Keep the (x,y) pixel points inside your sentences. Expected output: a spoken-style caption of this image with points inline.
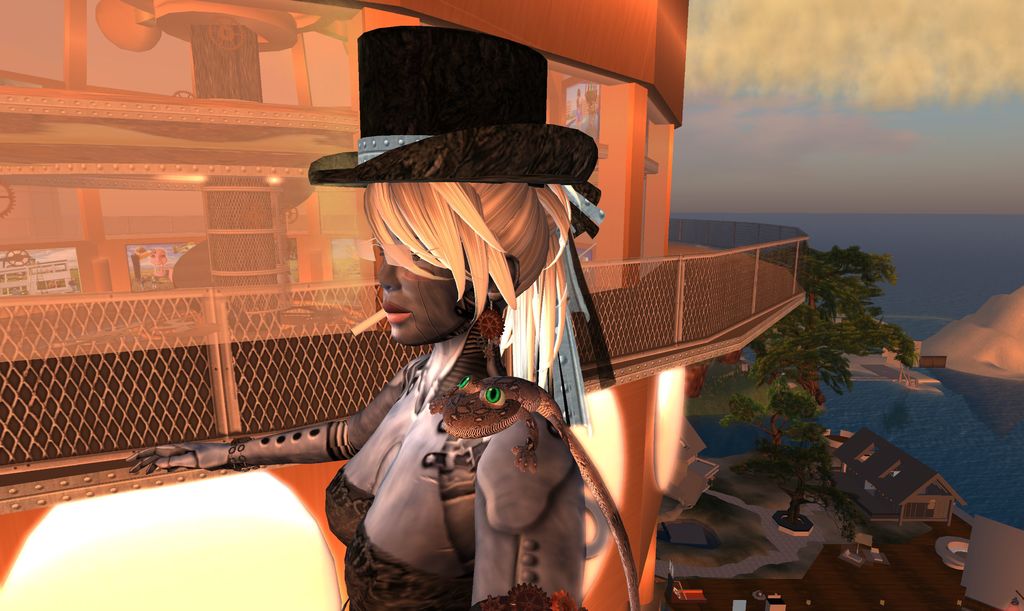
This is an animated image, in this image there is a lady (462,319), on that lady (500,554) there is a lizard (501,412), in the background (760,294) there is a building (613,307), trees (771,405), houses (897,478), sea (957,220) and the sky (881,87).
